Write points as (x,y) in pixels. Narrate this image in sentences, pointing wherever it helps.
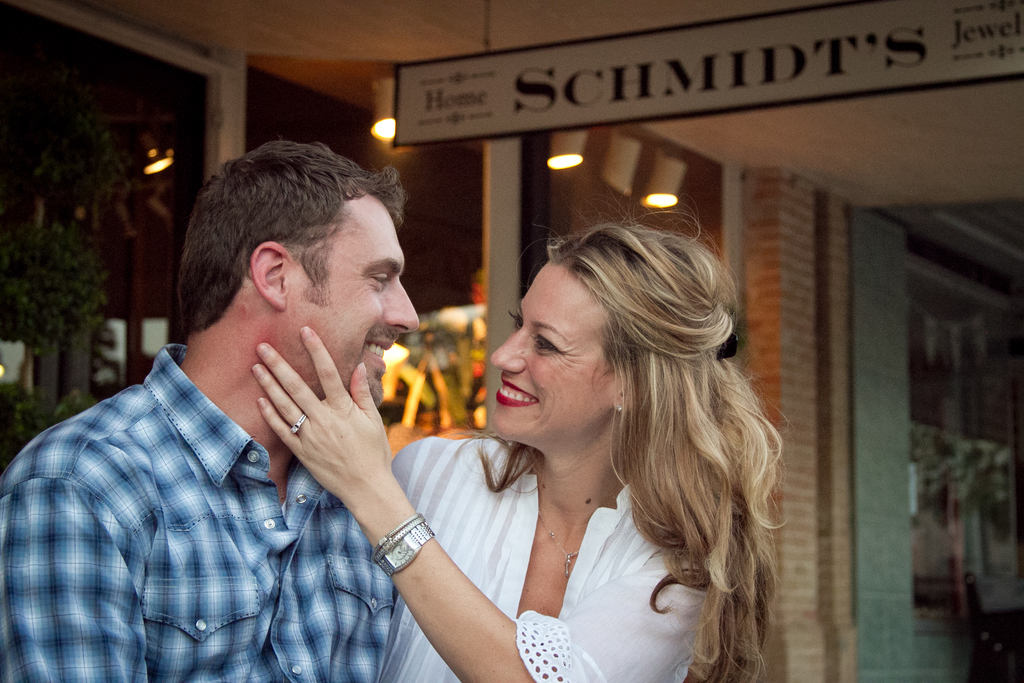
As we can see in the image there is a wall (885,617) and banner (578,98). There are lights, two persons (363,424) standing in the front (205,234) and on the left side (59,267) background (58,243) there is a tree (72,239). The man (252,402) standing on the left side (212,559) is wearing blue color shirt (188,571). The woman (652,440) is wearing white color dress (589,529).
